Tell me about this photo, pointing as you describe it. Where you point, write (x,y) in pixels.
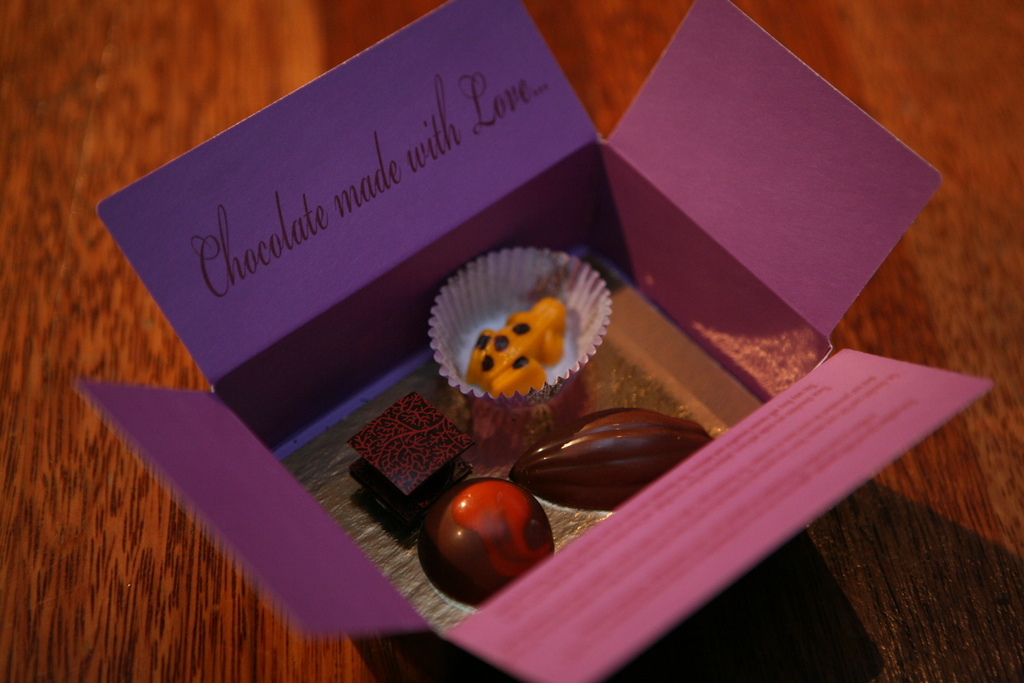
In the picture I can see the chocolates (471,490) of different structures are kept in the square paper box (420,39) and the box (657,368) is kept on the wooden table (841,516).
